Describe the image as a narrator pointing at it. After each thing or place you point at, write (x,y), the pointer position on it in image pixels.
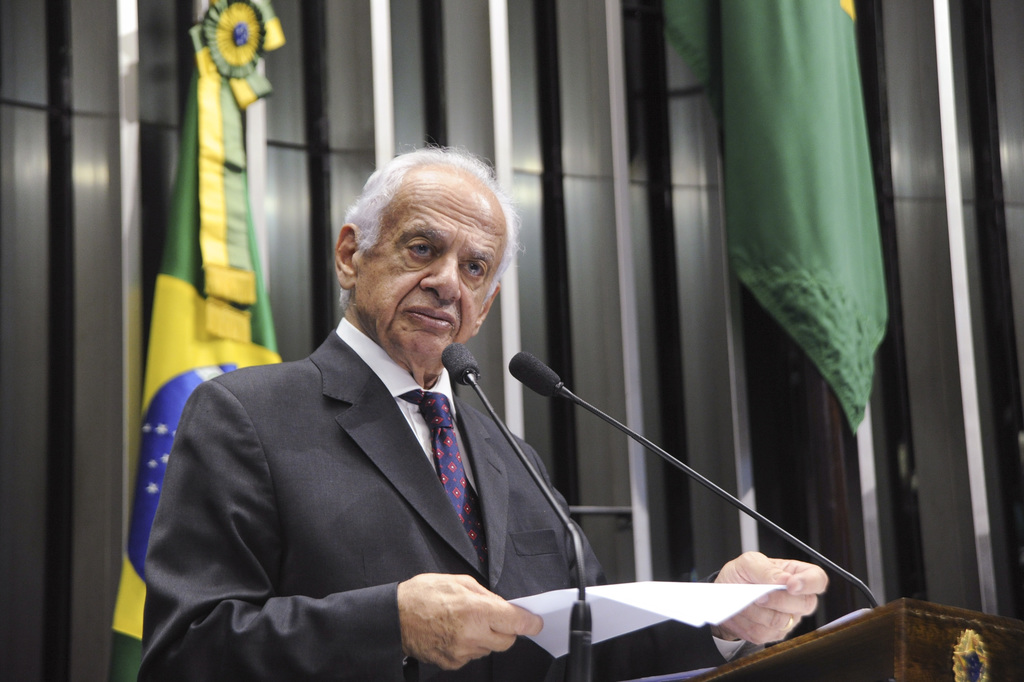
In this image there is a man (317,492) standing. He is holding a paper (618,620) in his hand (497,625). In front of him there is a podium (877,657). There are microphones (573,394) on the podium (884,675). Behind him there are flags (802,216) to the poles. In the background (400,91) there is a wall (987,134). In the bottom right (981,664) there is a logo (968,661) on the podium (968,662).
